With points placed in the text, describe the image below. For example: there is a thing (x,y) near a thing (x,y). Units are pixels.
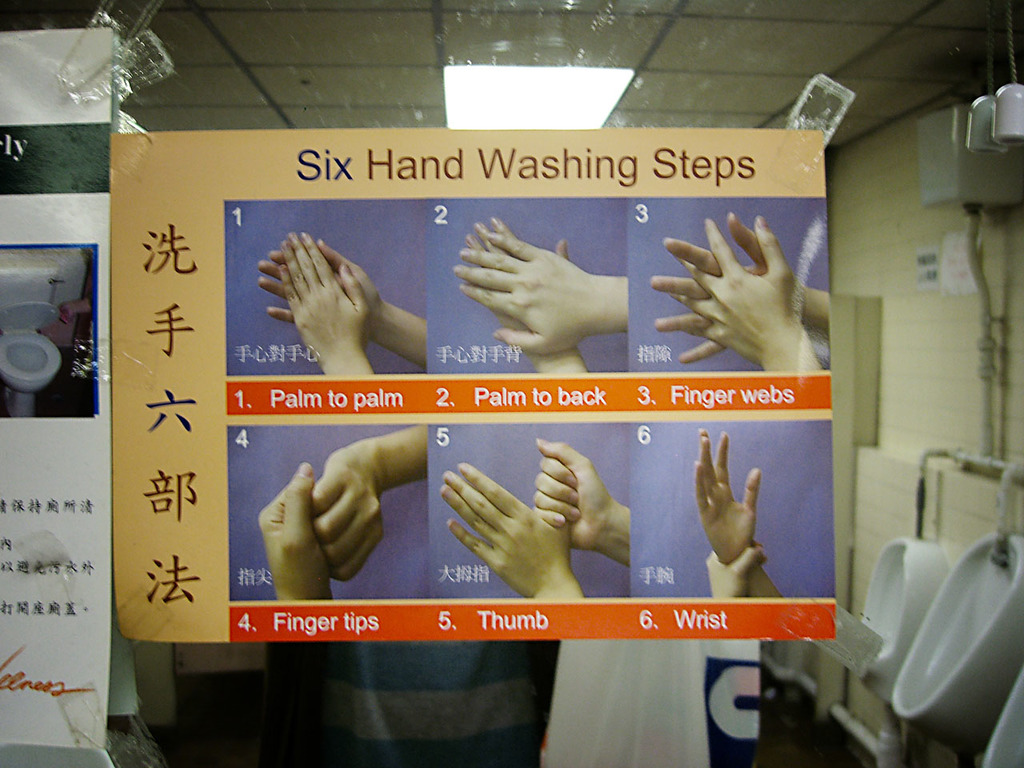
In this picture we can see a glass (902,506) in the front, there are two papers (243,445) pasted to the glass (149,361), we can see pictures (739,333) of hands (739,333) and some text (338,176) on this paper (527,208), there is a picture (76,342) of western commode (46,354) on this paper (40,352), in the background (995,688) there are urinals (900,571), a wall (892,404) and a light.
